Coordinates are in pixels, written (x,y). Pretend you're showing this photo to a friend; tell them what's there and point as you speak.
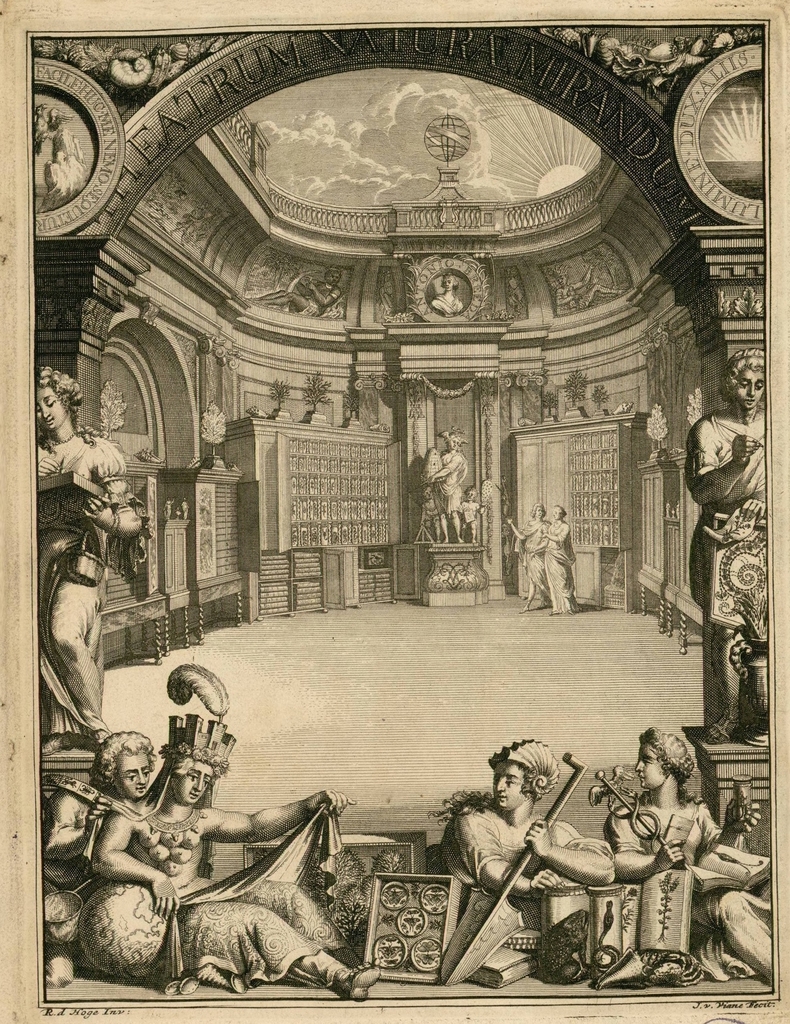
This picture is very old. In this picture there is an entrance (321,183) with arch (509,72). On the arch (580,107) there is some text (580,107) at the top (604,112) and there are statues (457,795) at the bottom (593,872). Inside the arch (590,117) there are statues (464,442) to the wall (625,291).
